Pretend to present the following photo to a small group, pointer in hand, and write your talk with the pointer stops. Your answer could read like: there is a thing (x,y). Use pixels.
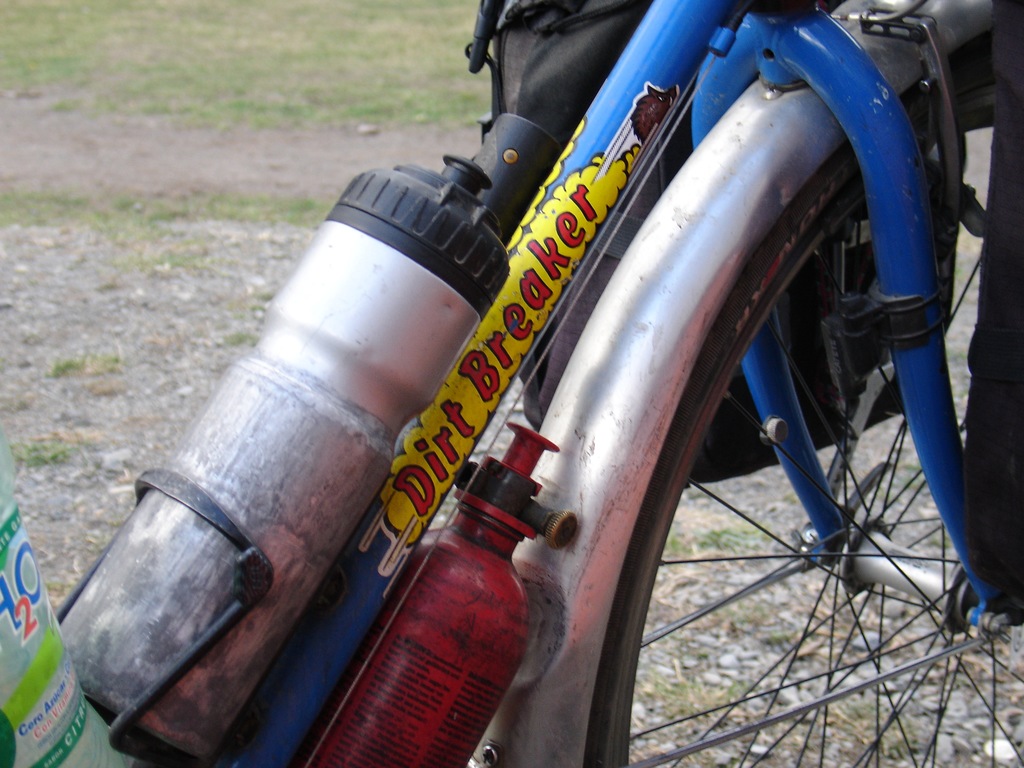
In this image I can see a wheel (706,404), a bag (588,19) and few bottles (245,389).
